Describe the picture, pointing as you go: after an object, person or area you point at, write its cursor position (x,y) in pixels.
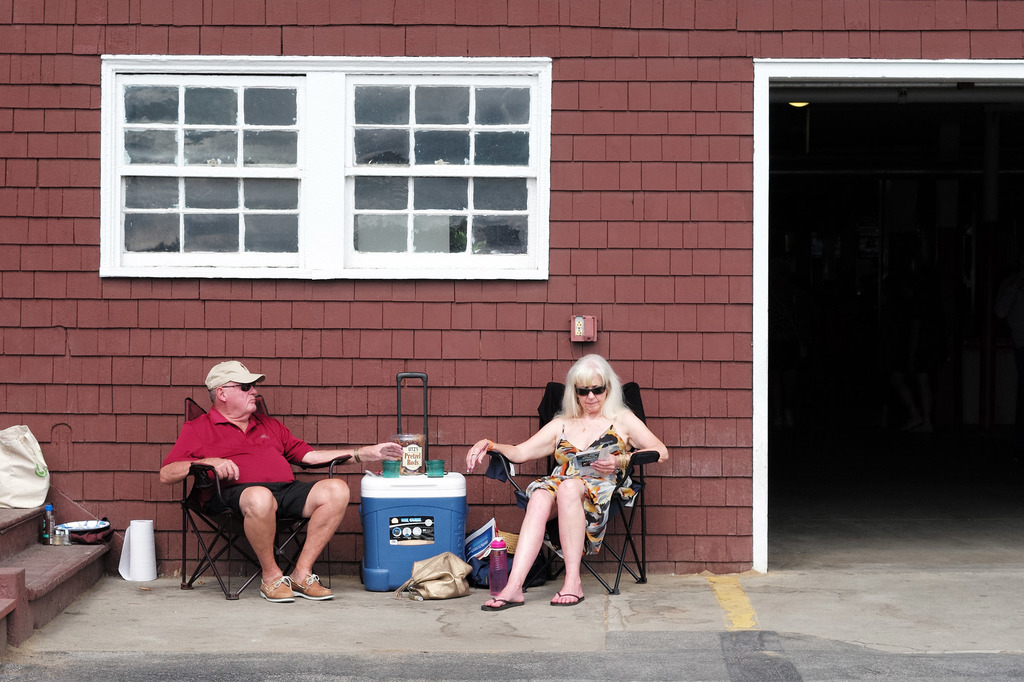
In this image I see a man (343,494) and a woman (512,596) who are sitting on chairs (644,513) and there is a container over here on which there are glasses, I can also see a bottle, bag (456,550) and other things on the steps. In the background (65,469) I see the wall (374,25) and a window (124,274).
